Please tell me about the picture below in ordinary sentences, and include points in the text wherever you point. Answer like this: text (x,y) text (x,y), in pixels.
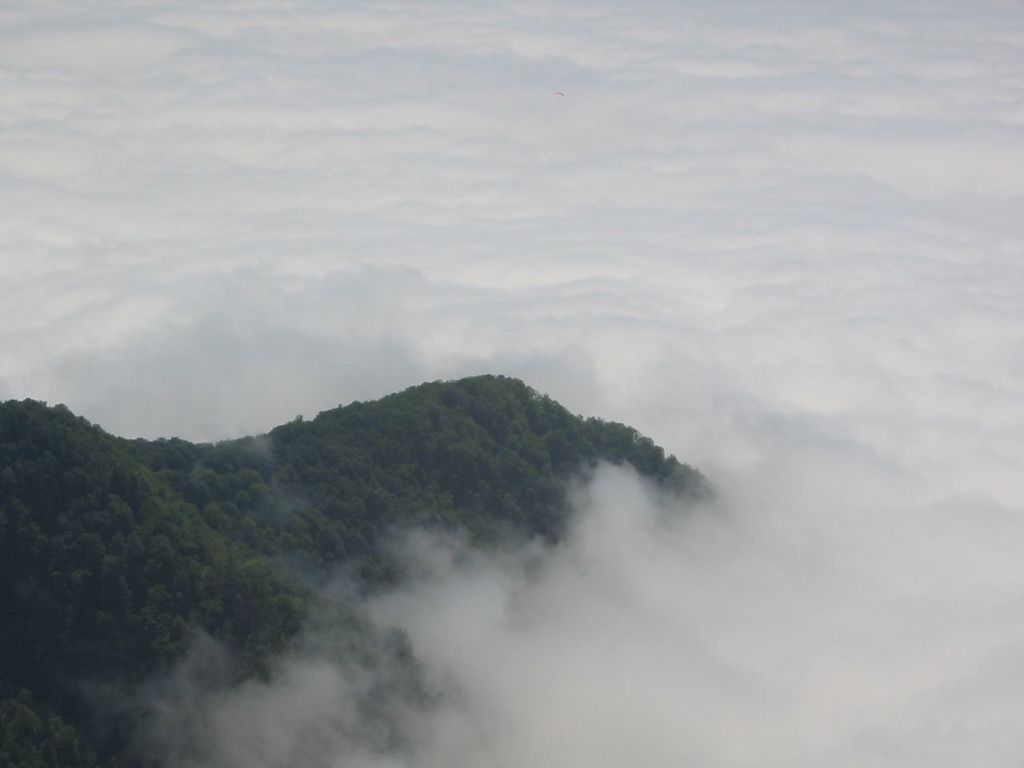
On the left side of this image (176,511) there are many trees (335,494) and here I can see the mist (724,391).
